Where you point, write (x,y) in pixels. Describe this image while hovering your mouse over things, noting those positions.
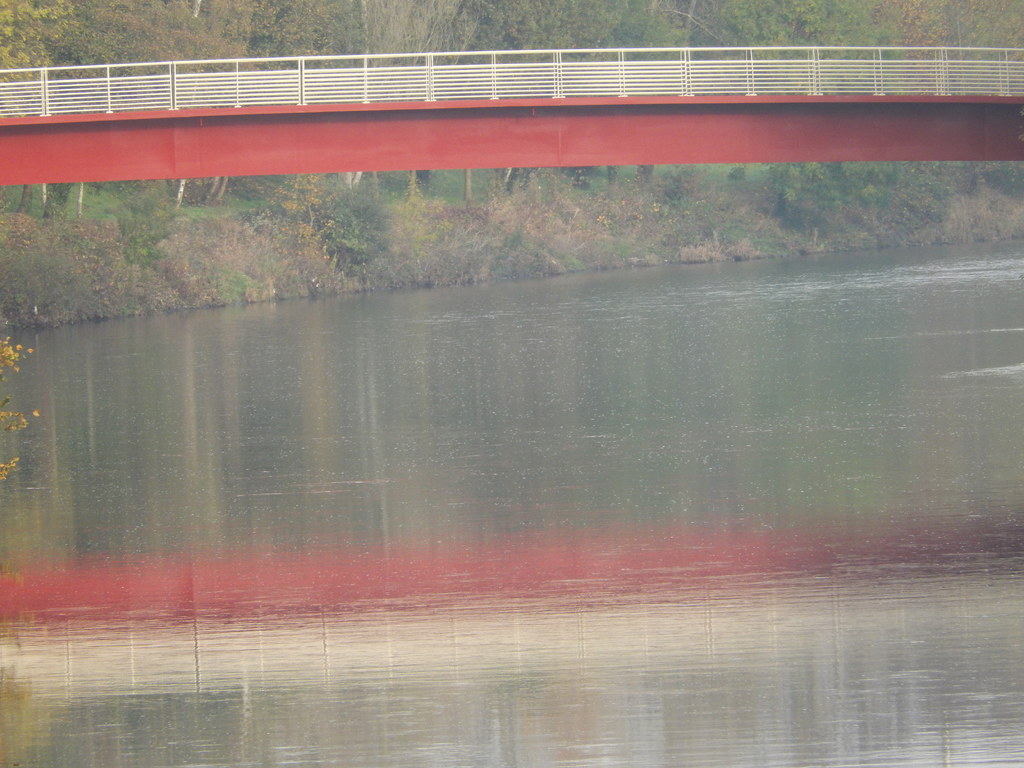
In the background (588,5) we can see the trees (695,30). In this picture we can see a bridge (695,102) and railing (1023,75). At the bottom portion of the picture (754,733) we can see the water (299,637). On the left side of the picture (19,354) leaves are visible.
